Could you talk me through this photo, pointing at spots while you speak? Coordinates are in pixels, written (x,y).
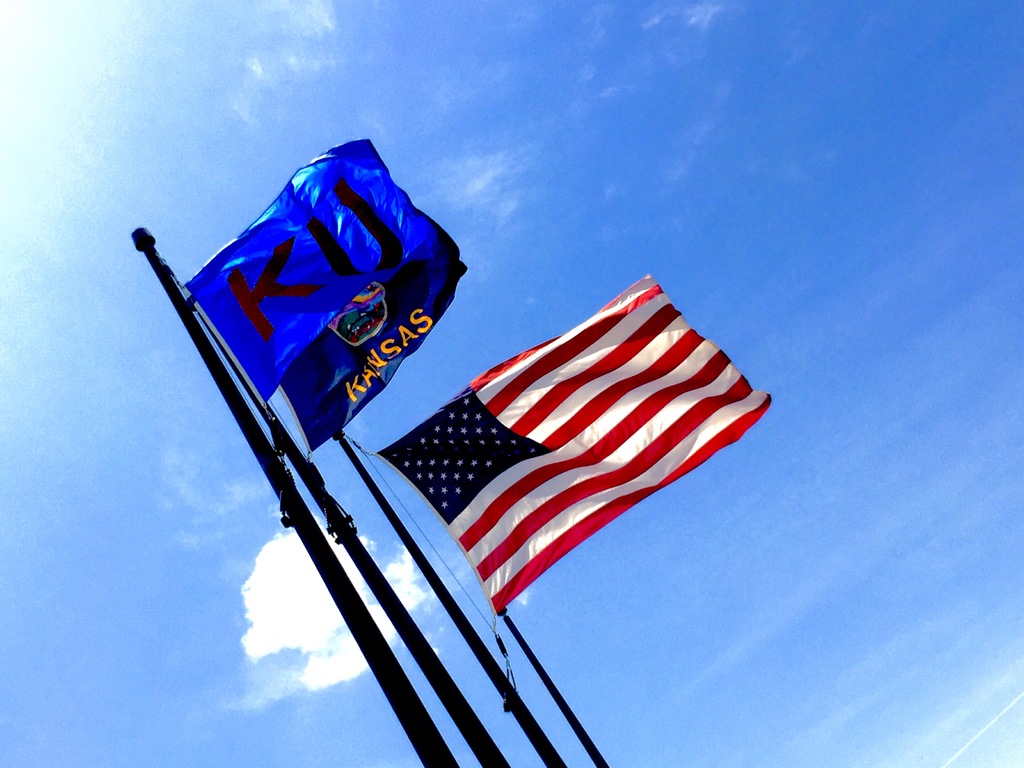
In this picture there are flags (467,493) on the poles (415,710). At the top (687,86) there is sky (519,143) and there are clouds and there is text (282,247) on the flags (261,273).
